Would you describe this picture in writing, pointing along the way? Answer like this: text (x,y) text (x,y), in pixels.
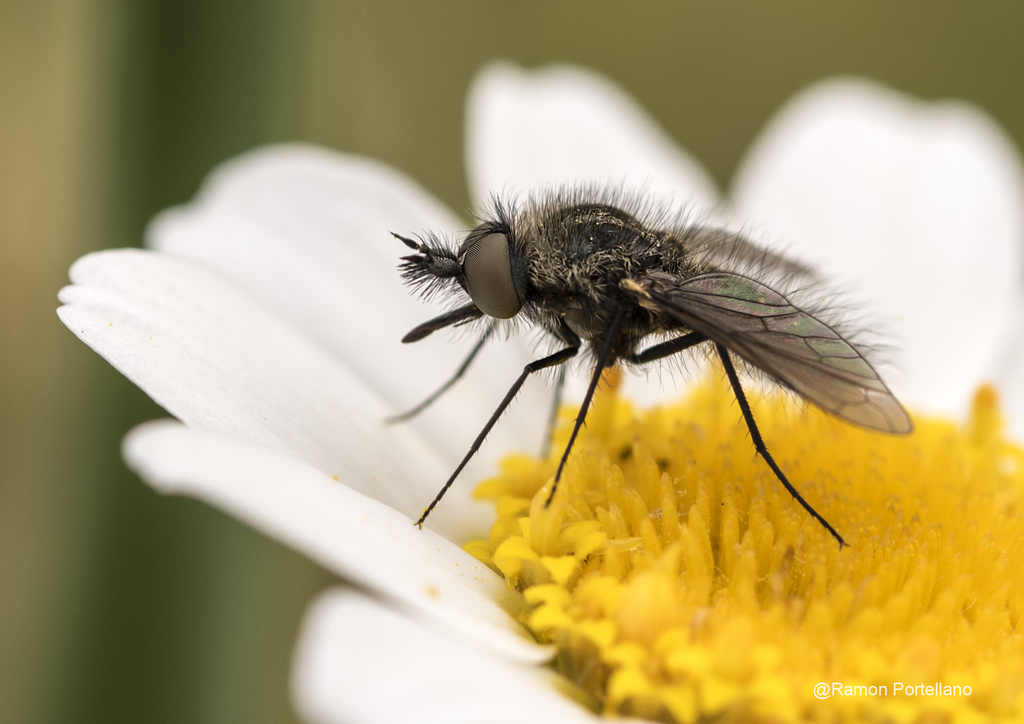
There is an insect (659,249) standing on a flower (1003,143), which is having a yellow color part (590,479) in the middle of it. In the bottom right (920,690), there is a watermark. And the background (854,25) is blurred.
